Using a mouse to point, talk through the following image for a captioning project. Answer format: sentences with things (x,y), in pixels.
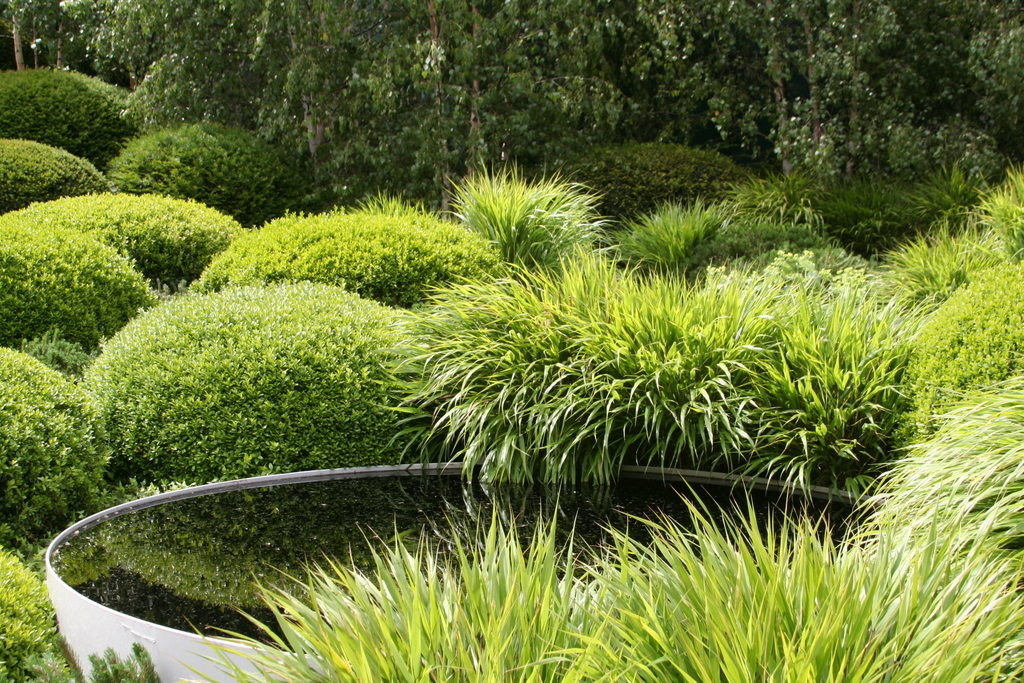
In this picture we can see there is water (122,584) in an item (167,651). Behind the item (179,655) there are bushes (317,301) and trees (525,114).
